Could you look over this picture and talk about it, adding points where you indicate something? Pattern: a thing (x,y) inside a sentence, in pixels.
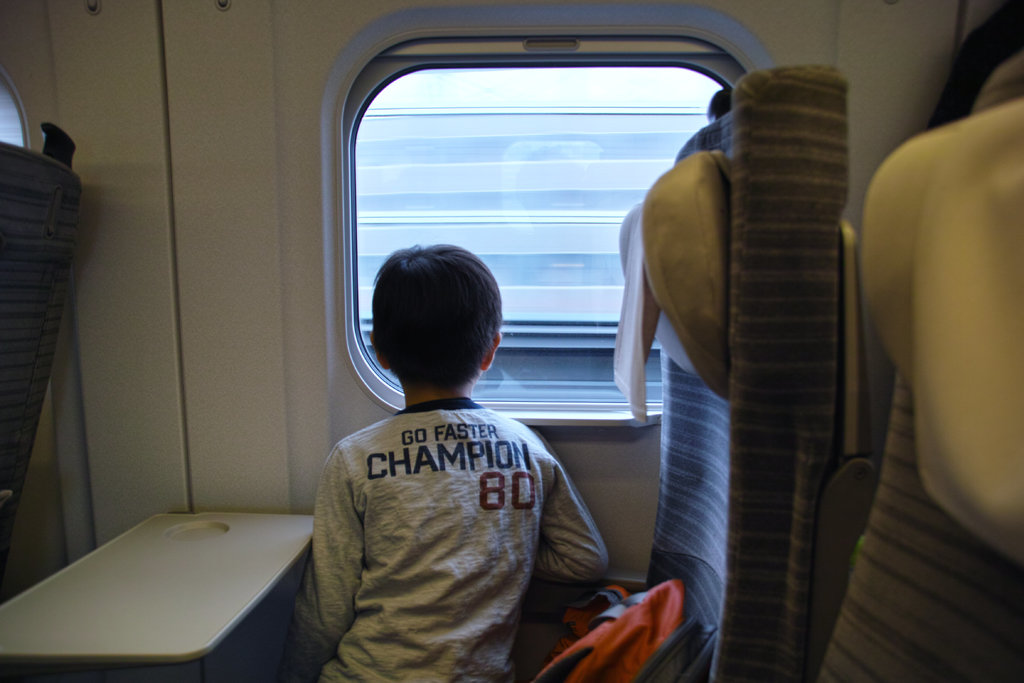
This is an inside view of a train (625,494). In the image there is a boy (331,582) sitting on the seat (672,334). Beside him there is a white table (240,523). In front of him there is a glass window (458,151).
